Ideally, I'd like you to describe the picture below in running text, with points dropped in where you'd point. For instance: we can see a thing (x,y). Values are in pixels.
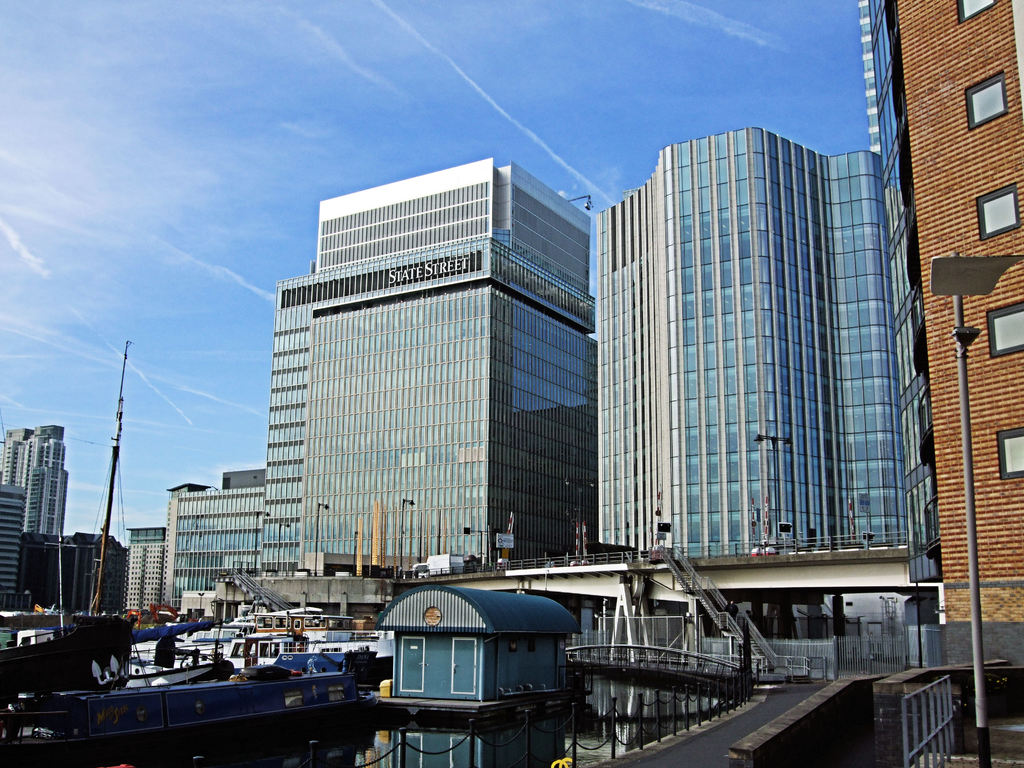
In this picture we can see boats (76,673) on water (246,767), here we can see a shed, fence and in the background (666,227) we can see buildings (679,241), electric poles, sky (599,193).
